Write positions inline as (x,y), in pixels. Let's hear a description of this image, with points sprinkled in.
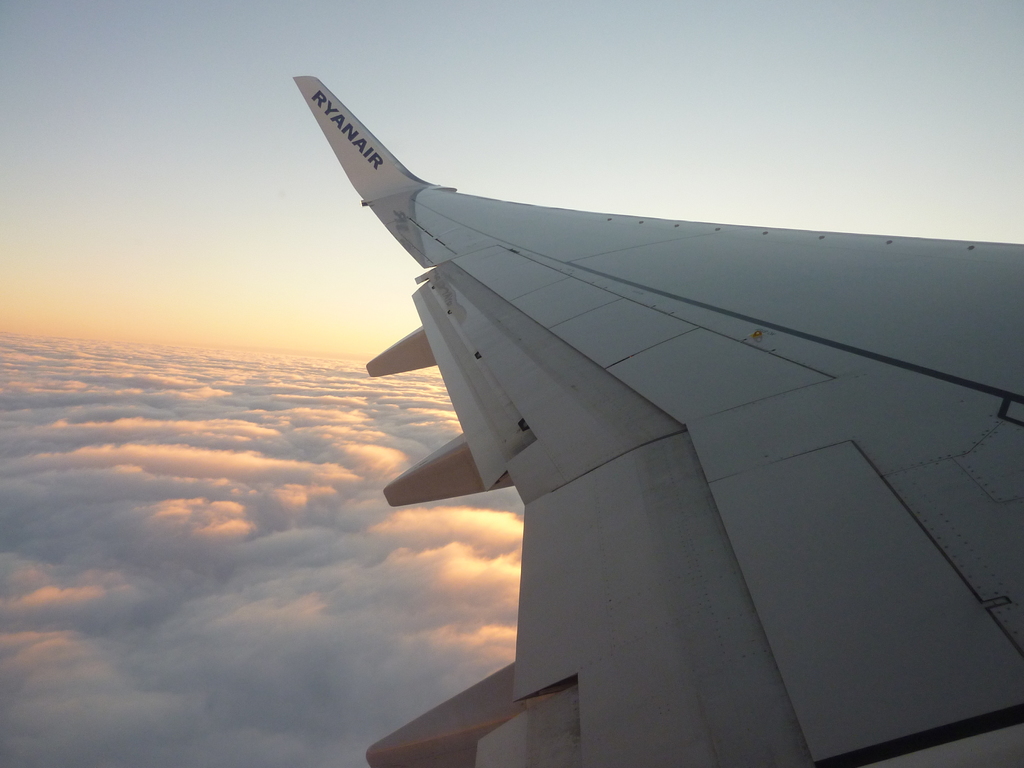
In this image, I can see the wing (572,580) of an airplane (655,431) flying. These are the clouds (361,547) in the sky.
